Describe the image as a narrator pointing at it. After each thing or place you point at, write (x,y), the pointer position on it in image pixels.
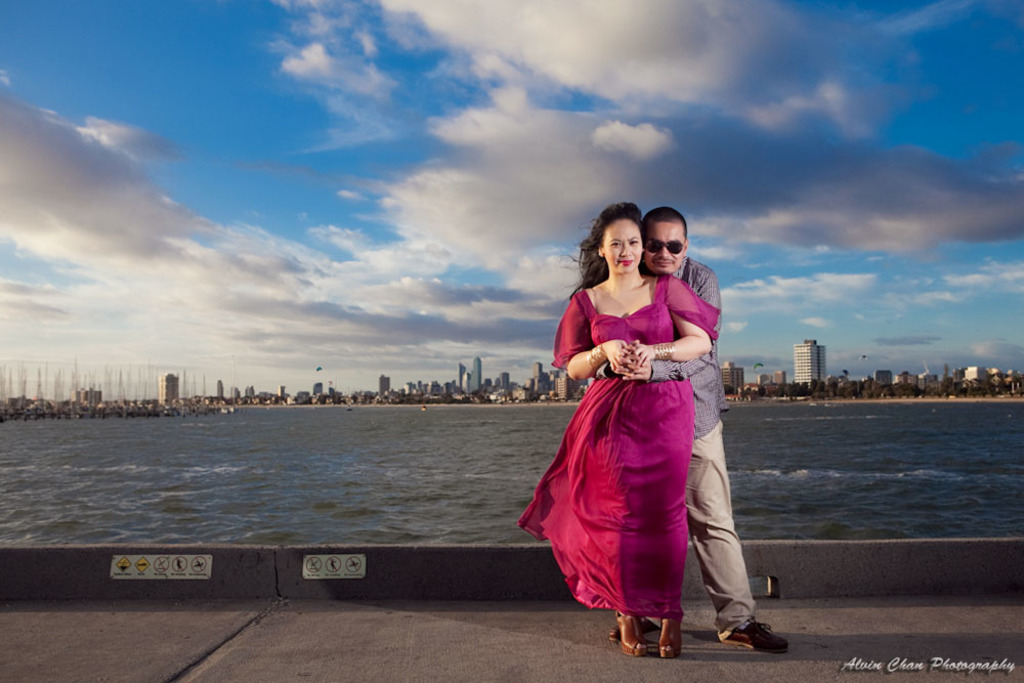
In this image there are two persons (685,491) standing and hugging each other, and in the background (1002,503) there is water (285,449), skyscrapers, trees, sky (411,260) and there is a watermark (863,664) on the image.
